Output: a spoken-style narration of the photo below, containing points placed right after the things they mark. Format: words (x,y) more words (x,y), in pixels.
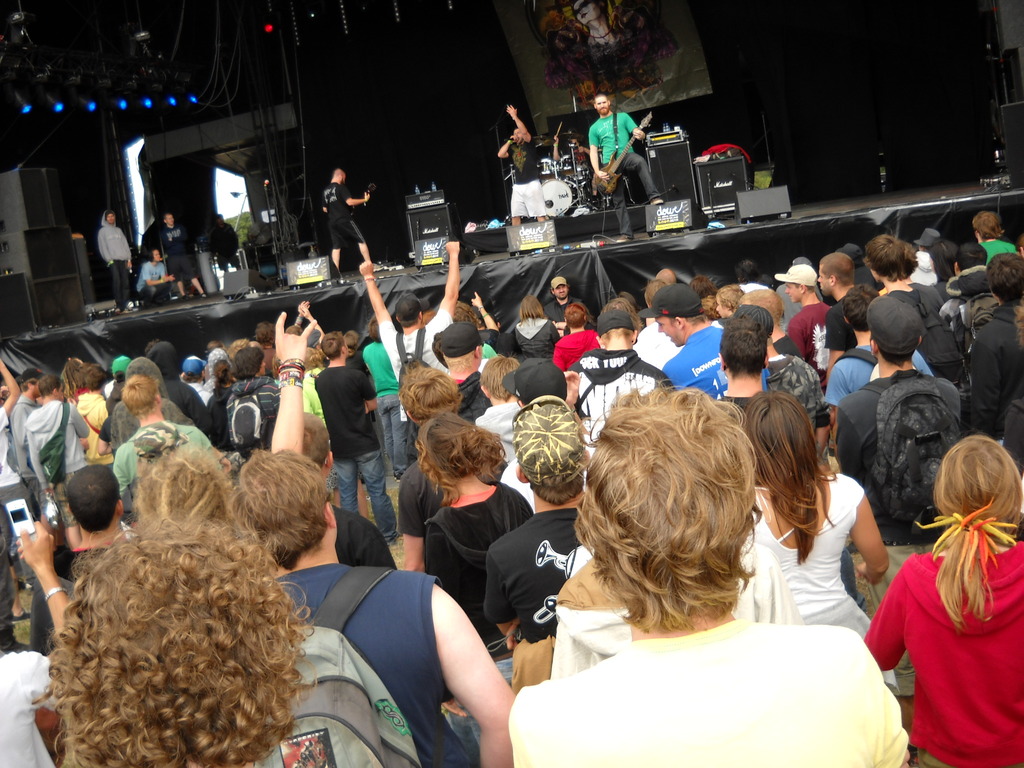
In this image, we can see some people (329,374) standing and we can see a stage (432,158), there are some people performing on the stage (451,152), we can see some speakers (425,222) on the stage (310,297).
